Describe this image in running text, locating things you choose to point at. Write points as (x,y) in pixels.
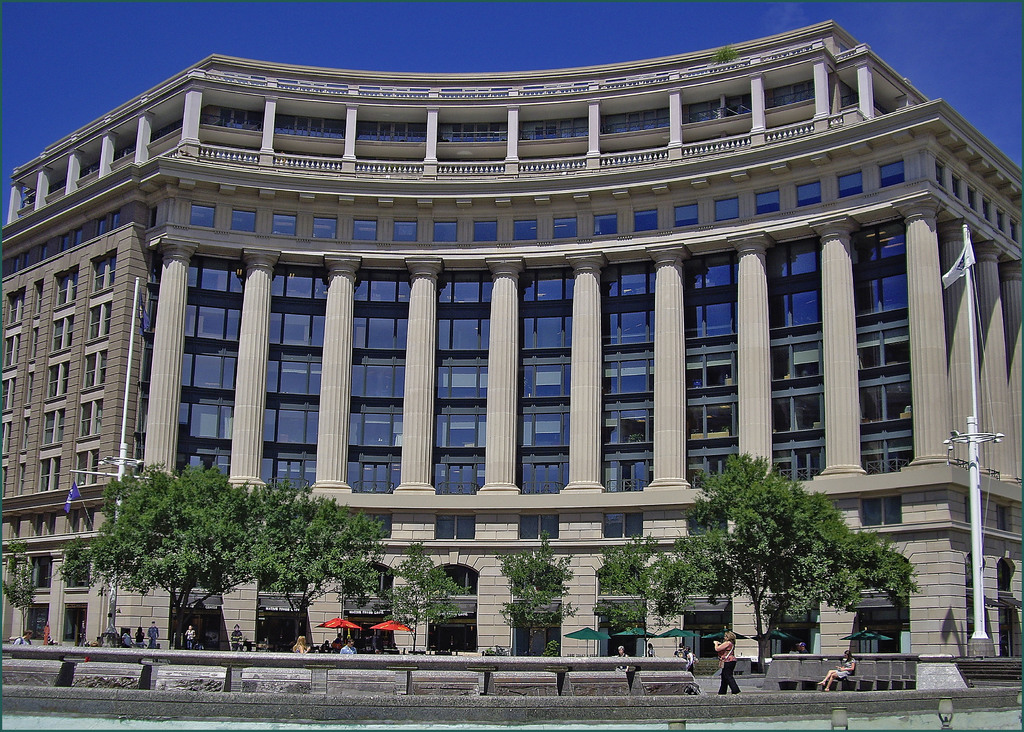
In this image there is a building (247,323), poles (132,331), flags (959,262), trees (691,555), umbrellas (629,632), people (296,642), pillars (160,348), blue sky (532,11) and objects (816,664).
